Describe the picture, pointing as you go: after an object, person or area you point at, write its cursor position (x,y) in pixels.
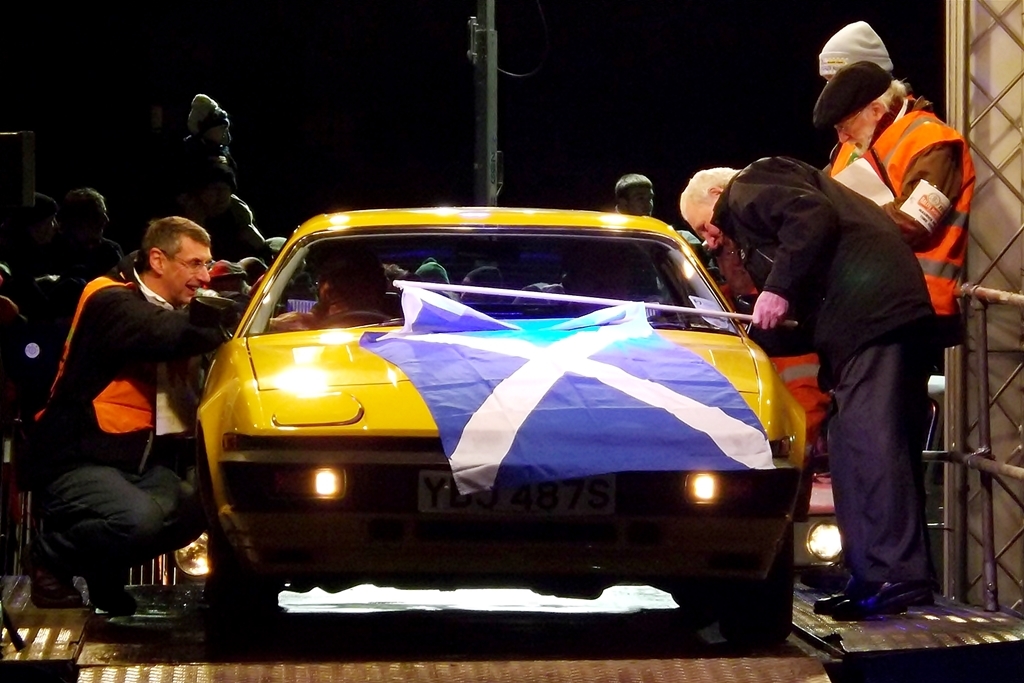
In this image I can see the vehicle (259,322) in yellow color and I can see few people (913,384) standing. In front (878,464) the person (806,315) is holding the flag (450,312) and I can see the dark background (106,64).
